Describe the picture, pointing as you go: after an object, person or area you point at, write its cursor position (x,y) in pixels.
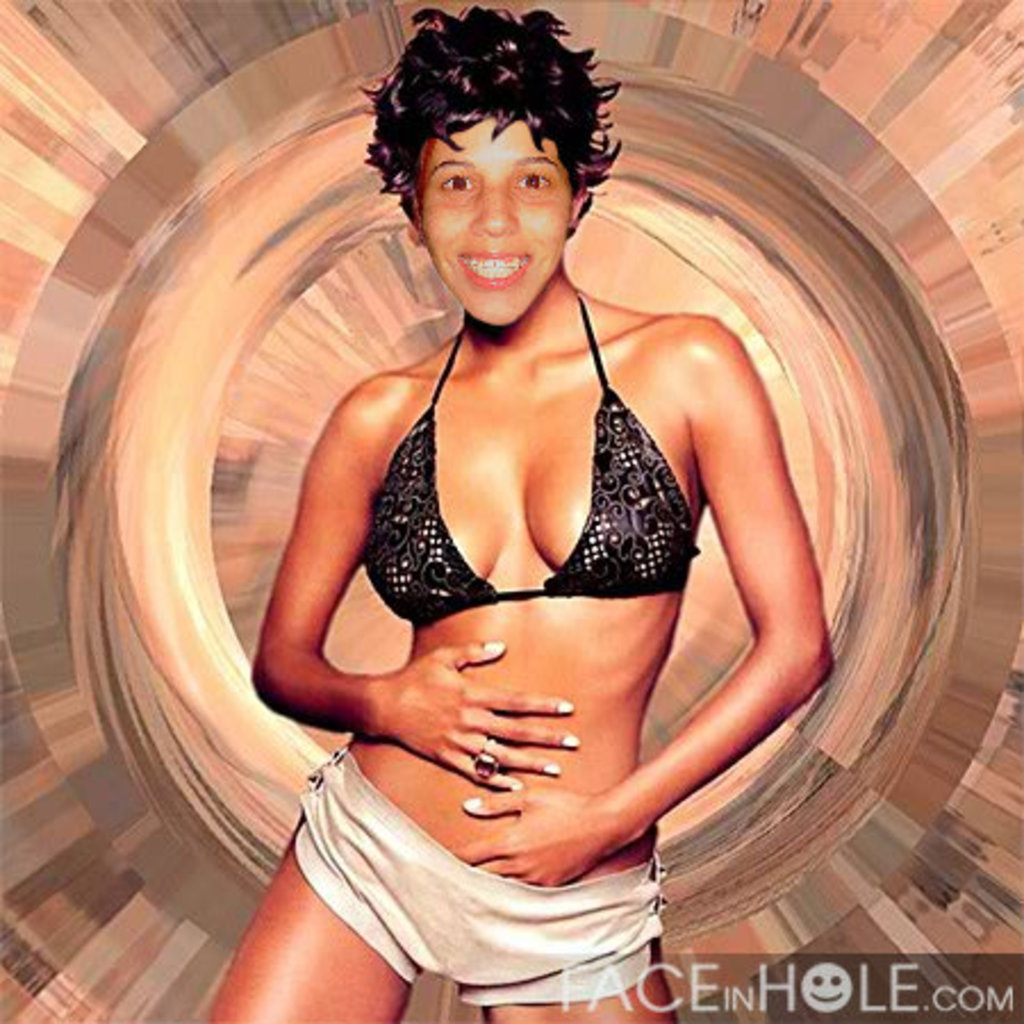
In this picture there is a woman (593,623) standing. This picture is an edited picture. In the bottom right (719,972) there is a text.
